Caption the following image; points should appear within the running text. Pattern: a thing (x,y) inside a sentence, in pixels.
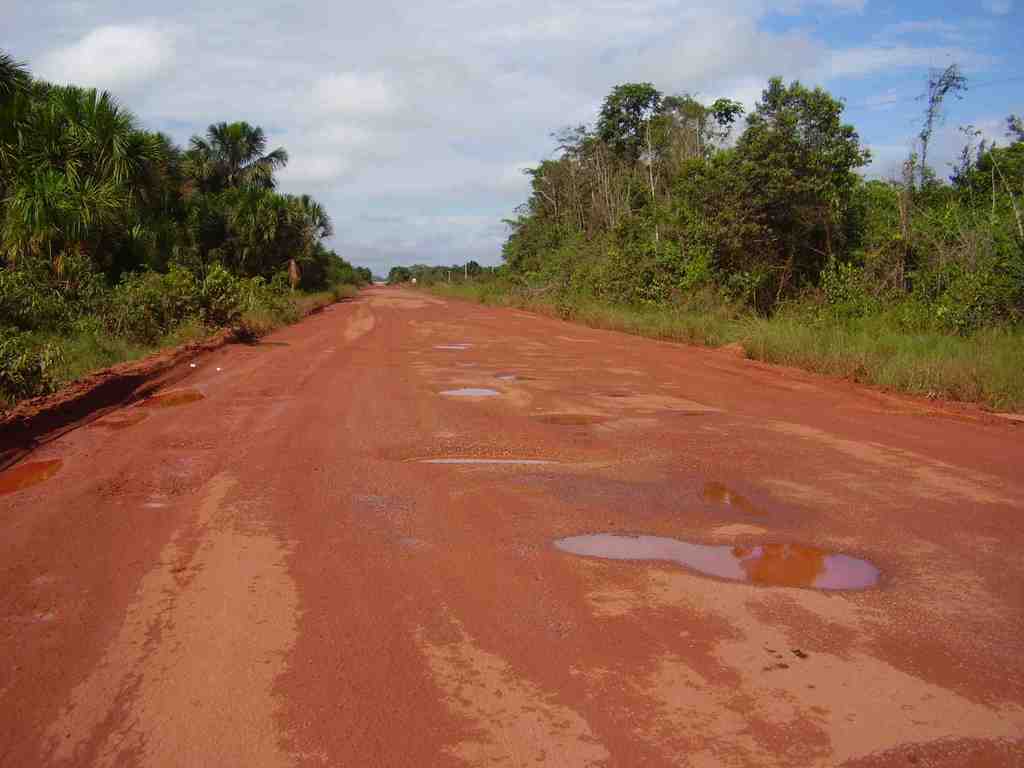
In this picture I can see potholes (634,538), there are plants (131,302), trees (187,185), and in the background (449,63) there is the sky (450,60).
